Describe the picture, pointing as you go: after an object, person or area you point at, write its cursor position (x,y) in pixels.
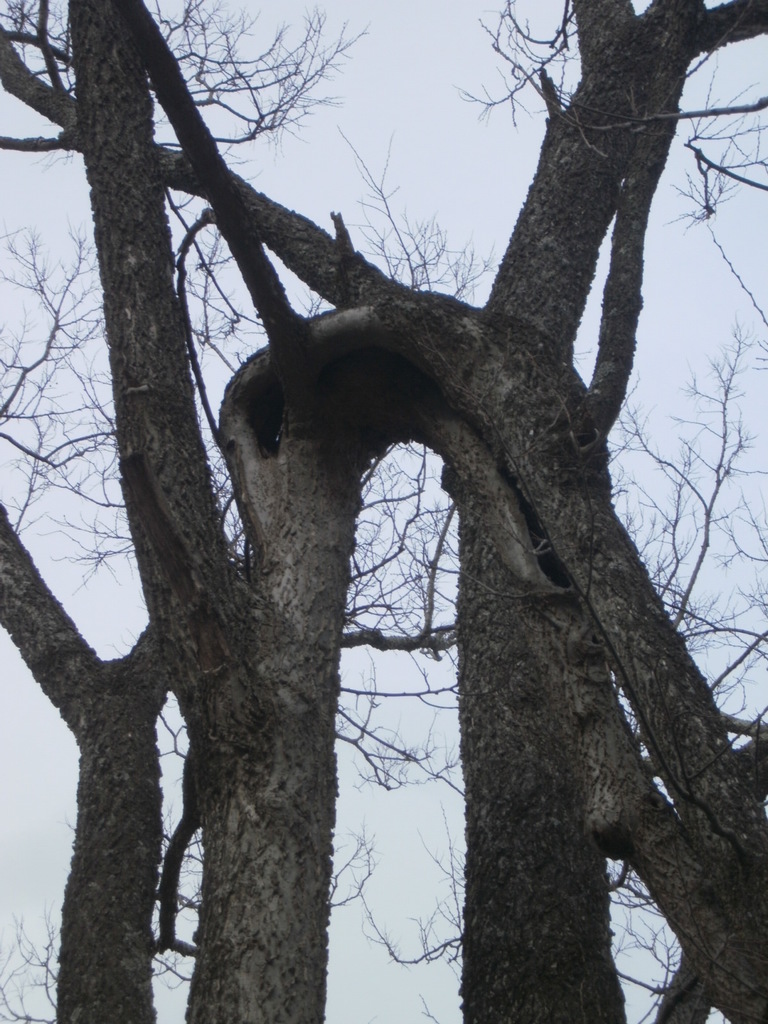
This image is taken outdoors. At the top of the image (407,131) there is a sky (397,115). In the middle of the image (454,357) there are a few trees (326,645).
